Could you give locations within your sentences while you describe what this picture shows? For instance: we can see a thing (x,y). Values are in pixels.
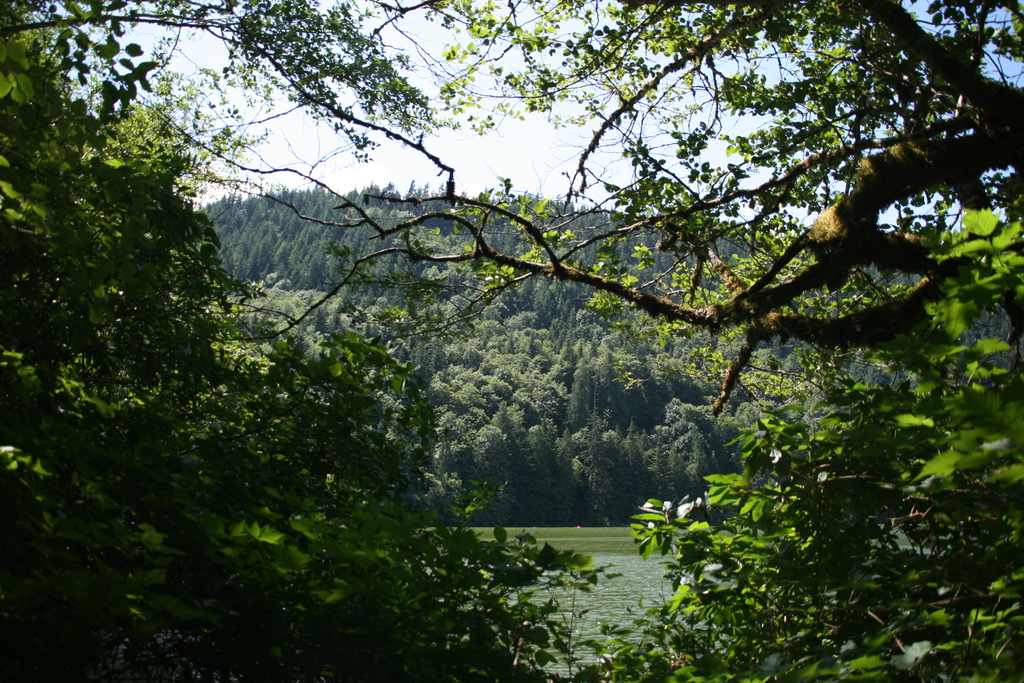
In this image we can see a group of trees (659,399), the water body (621,561) and the sky (603,155) which looks cloudy.
